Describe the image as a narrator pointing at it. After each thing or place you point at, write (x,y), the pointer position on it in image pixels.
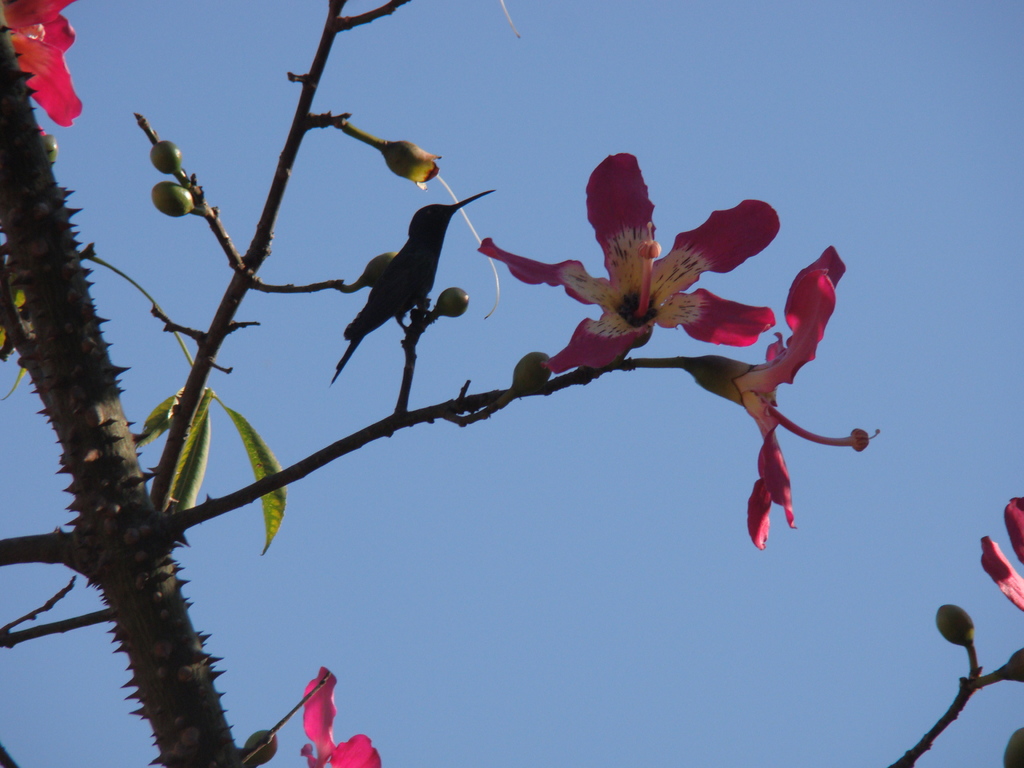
In this Image in the foreground (633,281) there is one tree (99,366) and some flowers (662,317), on the tree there is one bird (428,282) and in the background (655,555) there is sky (145,452).
